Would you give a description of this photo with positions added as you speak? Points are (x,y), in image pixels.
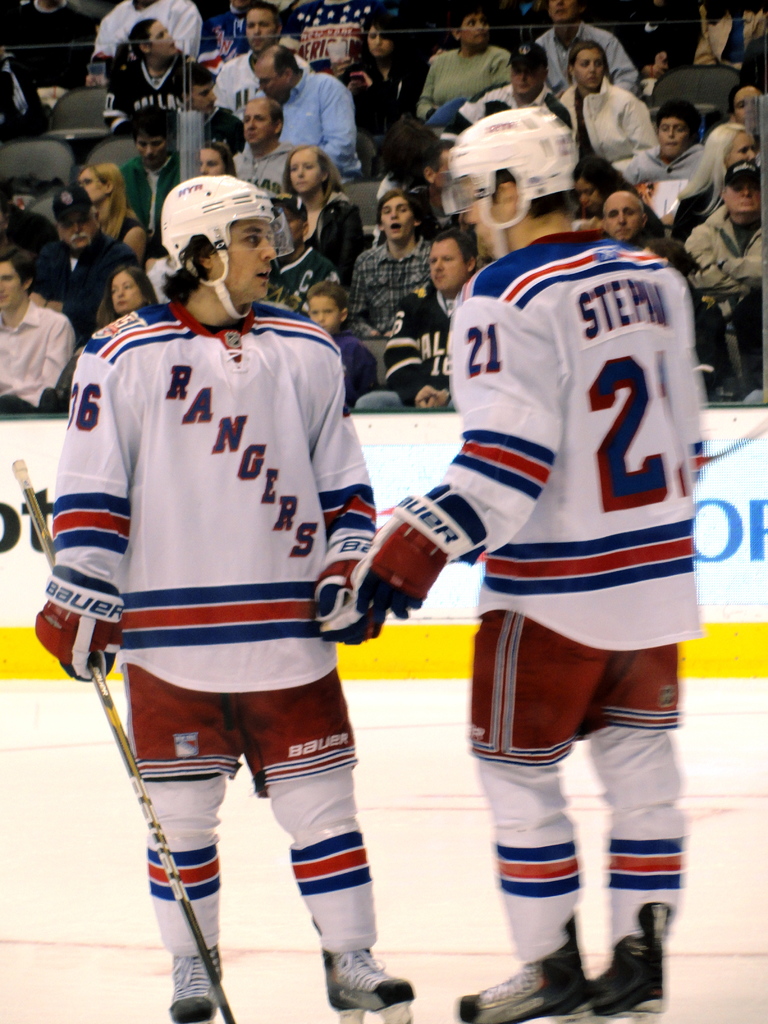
The person (184,467) wearing white dress (202,496) is standing in the left corner (208,630) and holding a stick (93,676) in his hand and there is another person (542,400) standing in front of him and there are audience (358,68) in the background (325,258).
